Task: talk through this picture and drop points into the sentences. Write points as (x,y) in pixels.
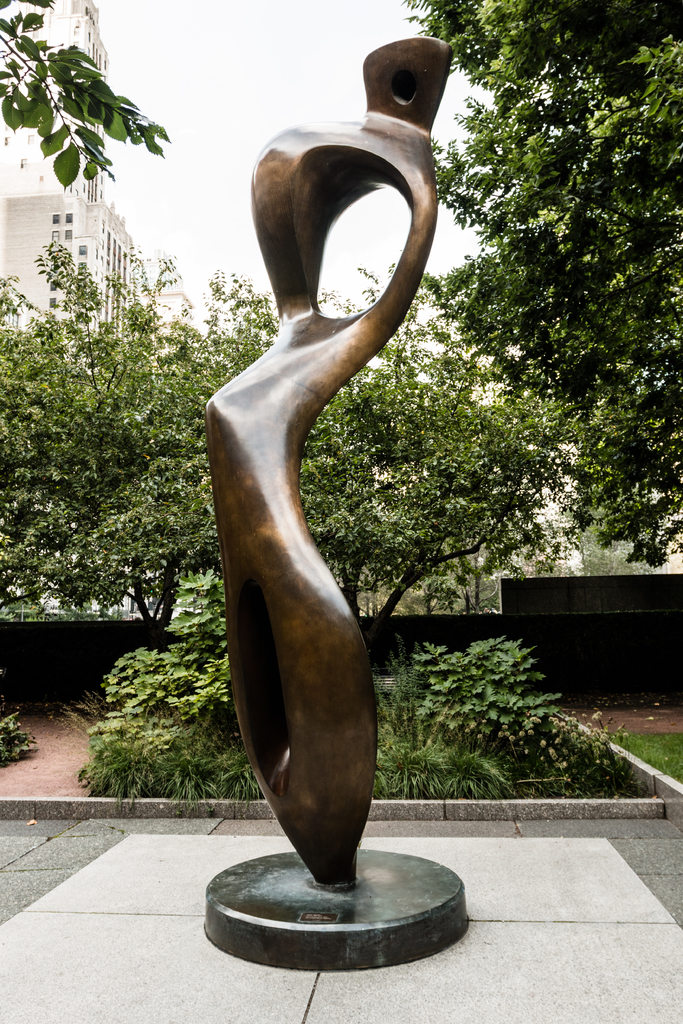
In this picture It looks like a statue (354,628) in the middle (264,552), in the background (340,442) I can see the trees (390,382) and buildings (2,246). At the top (221,129) there is the sky (269,83).
